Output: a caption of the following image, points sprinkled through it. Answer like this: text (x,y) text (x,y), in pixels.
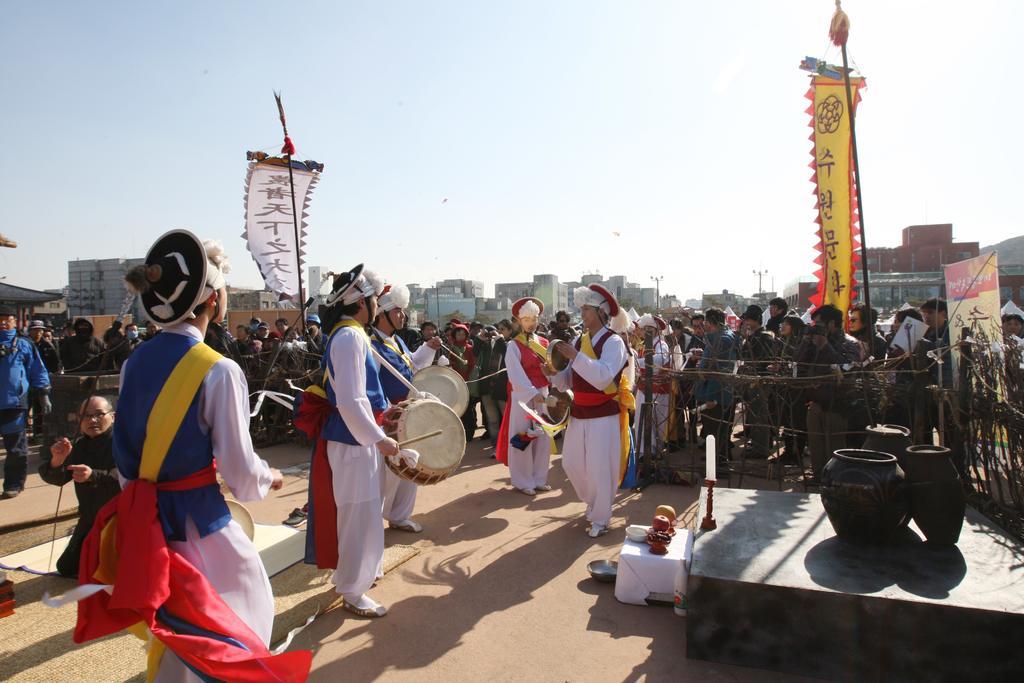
In this image I can see group of people (807,390) some are standing and some are playing drums (456,439), in front (359,372) I can see the person (350,383) wearing blue jacket (373,388), white shirt (360,391) and white pant (373,481). At back (825,215) I can see a banner (820,229) in yellow and orange color, and the sky (583,148) in white and blue color.
